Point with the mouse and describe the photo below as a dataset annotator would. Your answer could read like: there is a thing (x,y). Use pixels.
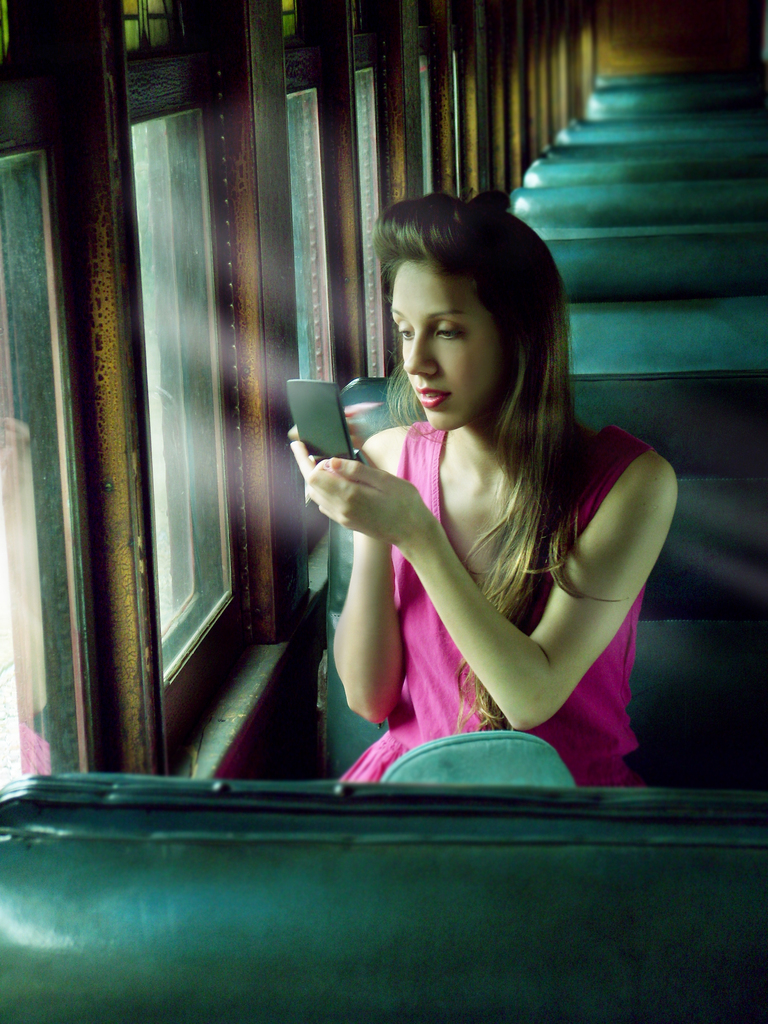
In this image I can see a woman (467,597) wearing pink colored dress (442,646) is sitting on a bench (682,603) which is green in color and holding a black colored object (307,383) in hand (376,503). I can see few windows (222,350) and few benches (612,163) which are green in color.
